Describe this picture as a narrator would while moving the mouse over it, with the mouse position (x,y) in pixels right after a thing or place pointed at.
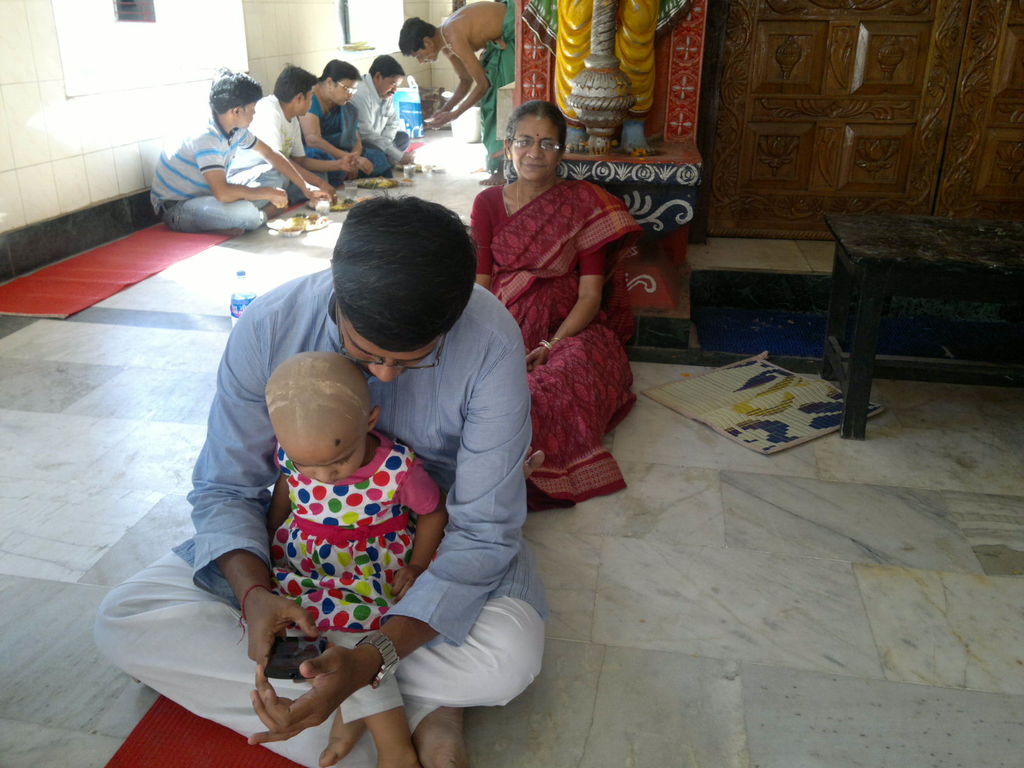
In this image, we can see an inside view of a temple (468,122). There are some persons (356,246) wearing clothes (484,320). There is a sculpture (619,109) at the top of the image (619,29). There is a bench (875,241) on the right side of the image (921,334). There is a door (778,173) in the top right of the image (911,136). There is a wall (228,68) in the top left of the image (87,63). There are some person (222,168) sitting on the mat (116,267).
